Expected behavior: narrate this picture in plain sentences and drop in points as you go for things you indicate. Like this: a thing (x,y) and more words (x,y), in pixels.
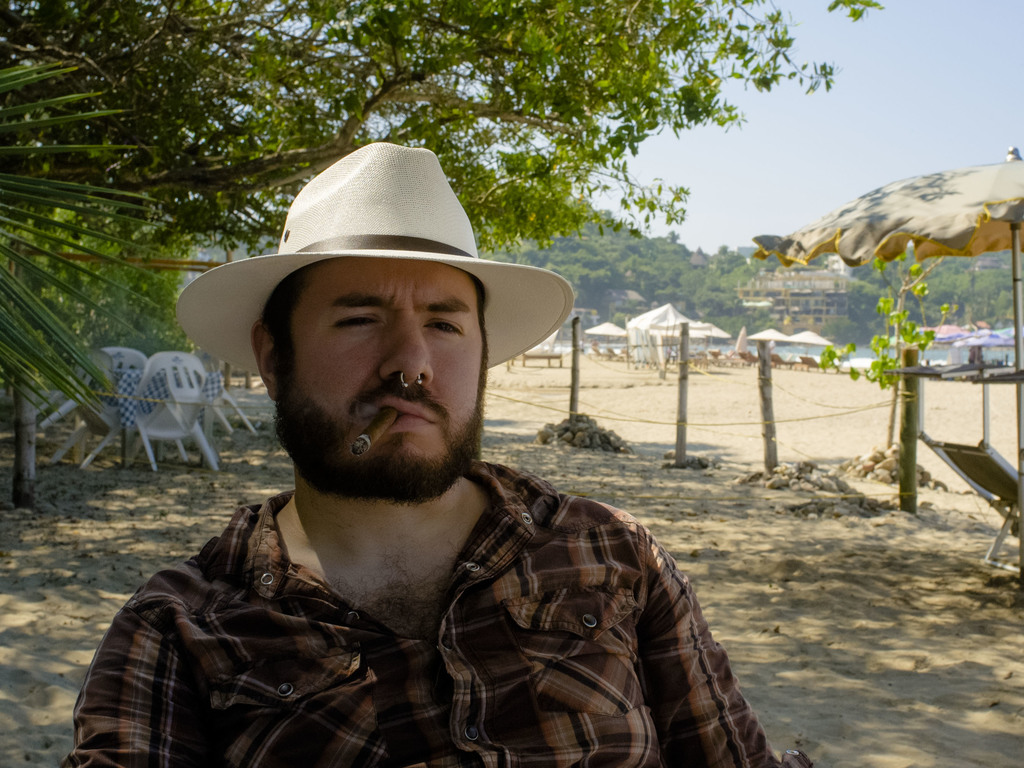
This picture is clicked outside. In the foreground (554,546) we can see a man (348,489) wearing shirt (510,589), hat (333,188) and seems to be smoking cigar (384,429). In the background (37,135) we can see the chairs (155,369), trees (212,214), tents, houses (818,322), umbrella (933,223), poles (769,386), rocks (891,468) and many other objects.
